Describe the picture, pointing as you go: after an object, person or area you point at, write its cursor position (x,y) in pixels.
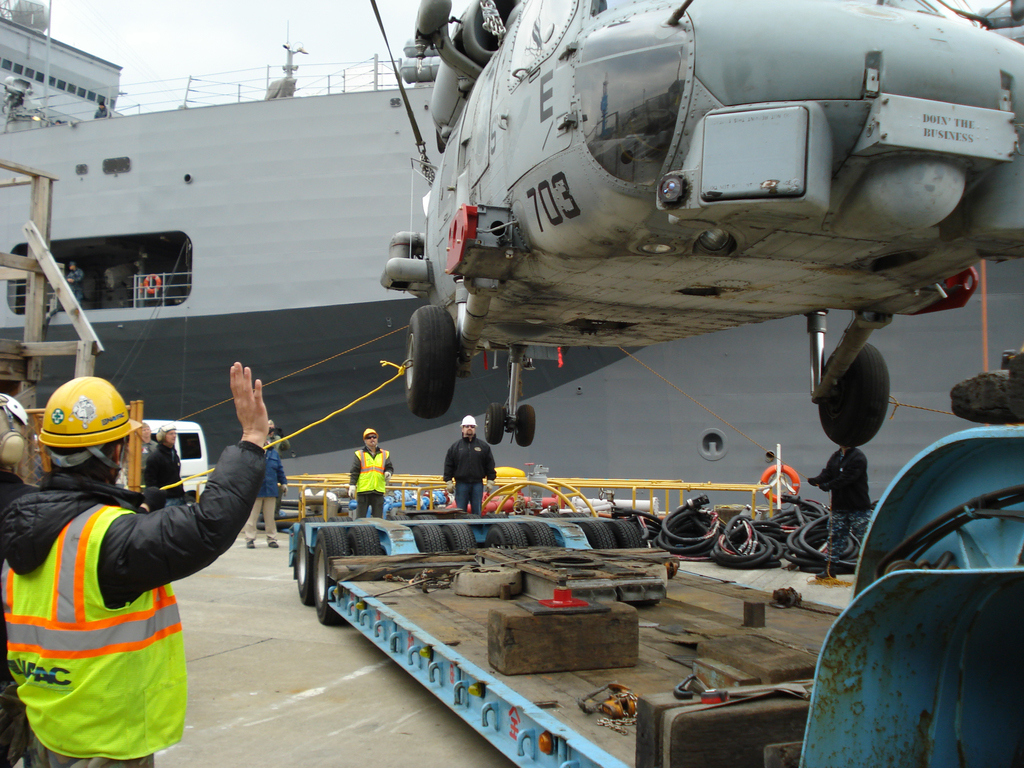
In this image on the left (117,590) there is a man (204,531), he wears a jacket (204,531), helmet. In the middle (456,467) there are two men (463,481). At the top (650,204) there is an aircraft (652,240). At the bottom (749,668) there is a vehicle (672,635), cables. In the background (532,442) there is a boat (345,324) and sky (202,60).
